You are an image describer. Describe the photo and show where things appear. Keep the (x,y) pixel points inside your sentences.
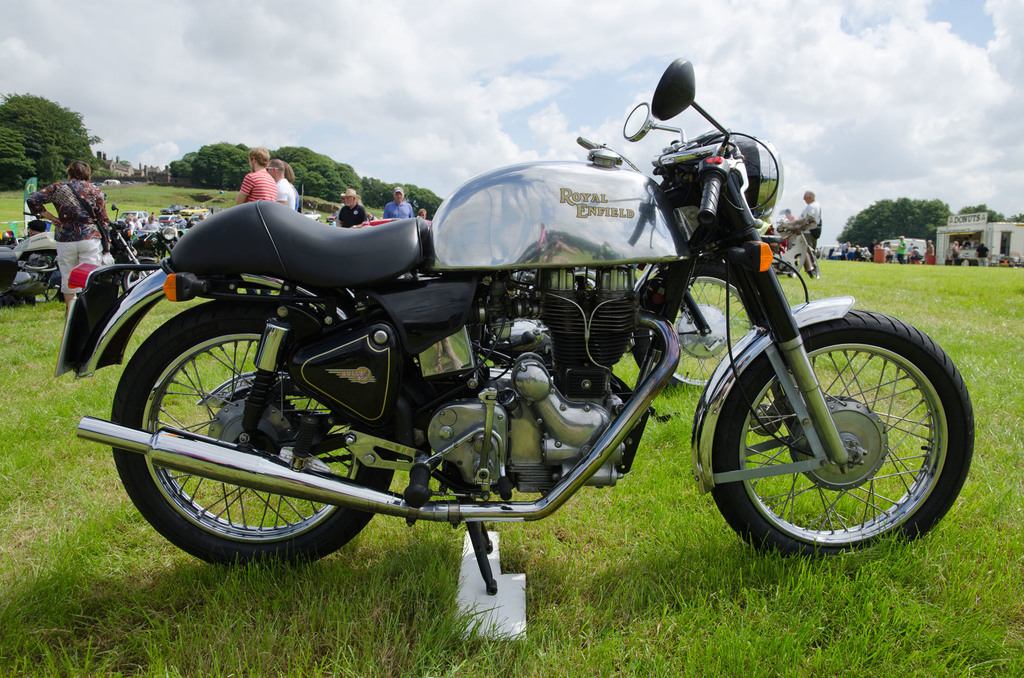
In the center of the image (441,298) we can see bike (431,364). In the background (983,251) we can see persons (94,240), bikes (54,240), cars (152,212), vehicles (993,239), trees (889,227), buildings (168,172), sky (475,116) and clouds (466,43). At the bottom (391,521) there is grass (1006,663).
